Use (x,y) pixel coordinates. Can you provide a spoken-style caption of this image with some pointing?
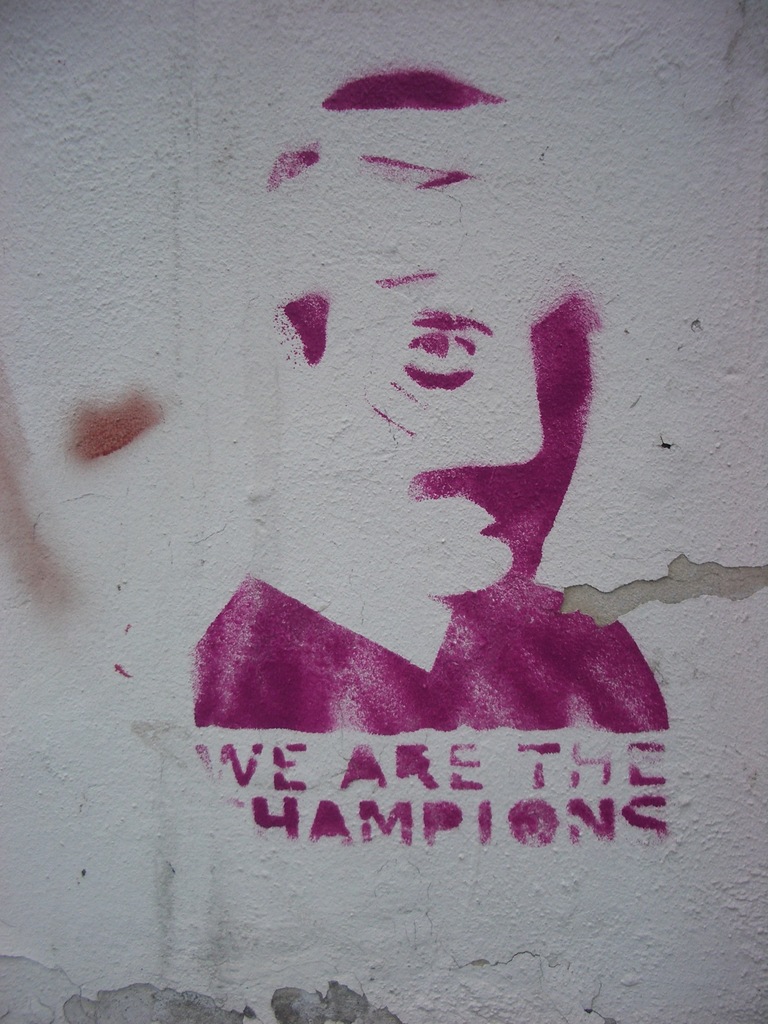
IN this picture, there is a painting (520,631) and some text (281,766) on the wall (397,565).
